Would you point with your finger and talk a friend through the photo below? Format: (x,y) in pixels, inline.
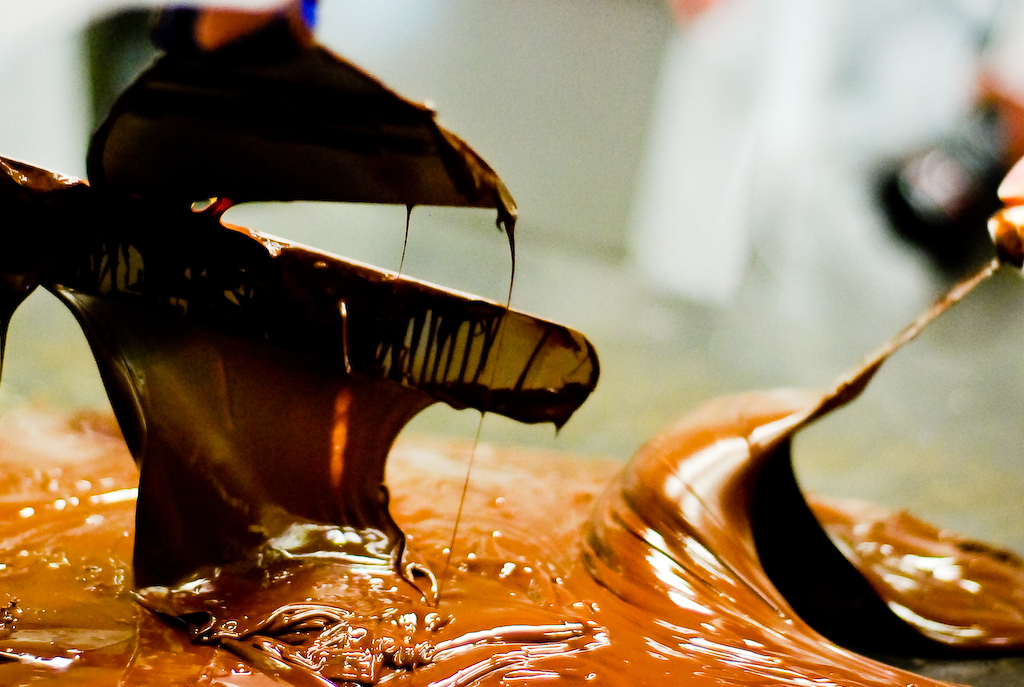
In the image there is a chocolate sauce (600,555) being mixed by a person (202,29) with spoons (388,342) and knives (310,293).
